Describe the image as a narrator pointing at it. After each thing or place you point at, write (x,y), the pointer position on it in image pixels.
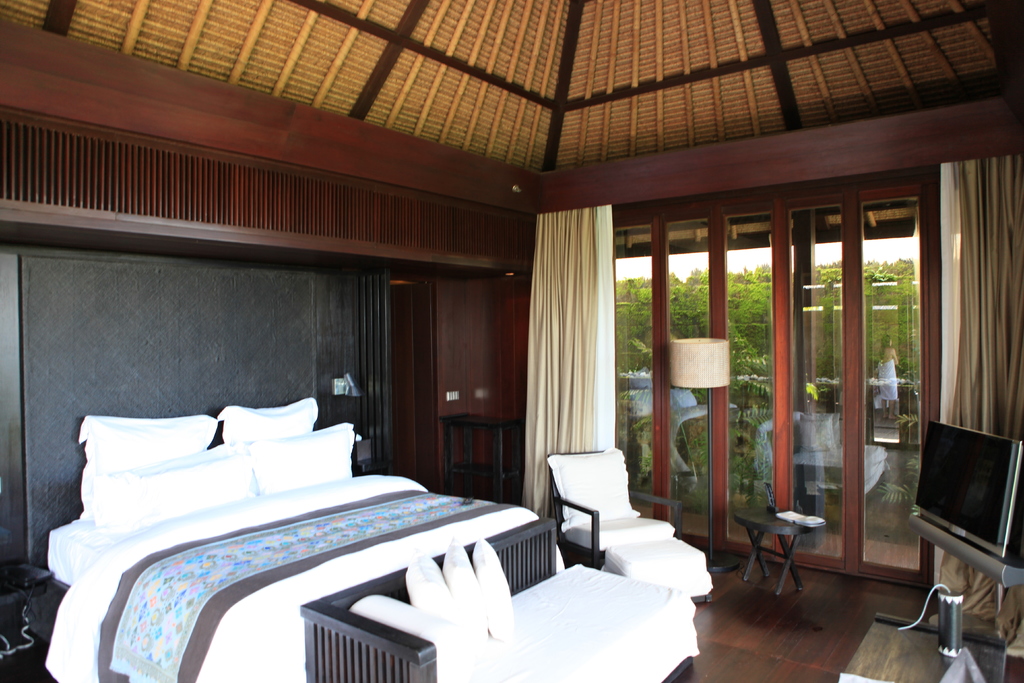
This is an inside view of a room (253,313). On the left side (325,594) there is a bed (236,600) on which I can see a bed sheet (217,514) and pillows (210,496). Beside the bed (291,570) there is a couch (499,668). On the right side (971,496), I can see a monitor (967,483). In the background (804,433) there is a glass (630,352) through which we can see the outside view. On both sides of this glass (758,352) I can see the curtains (948,298). In the outside there are many trees (759,325). Beside this glass (792,498) there is a small table (773,531) which is placed on the floor (803,610).
